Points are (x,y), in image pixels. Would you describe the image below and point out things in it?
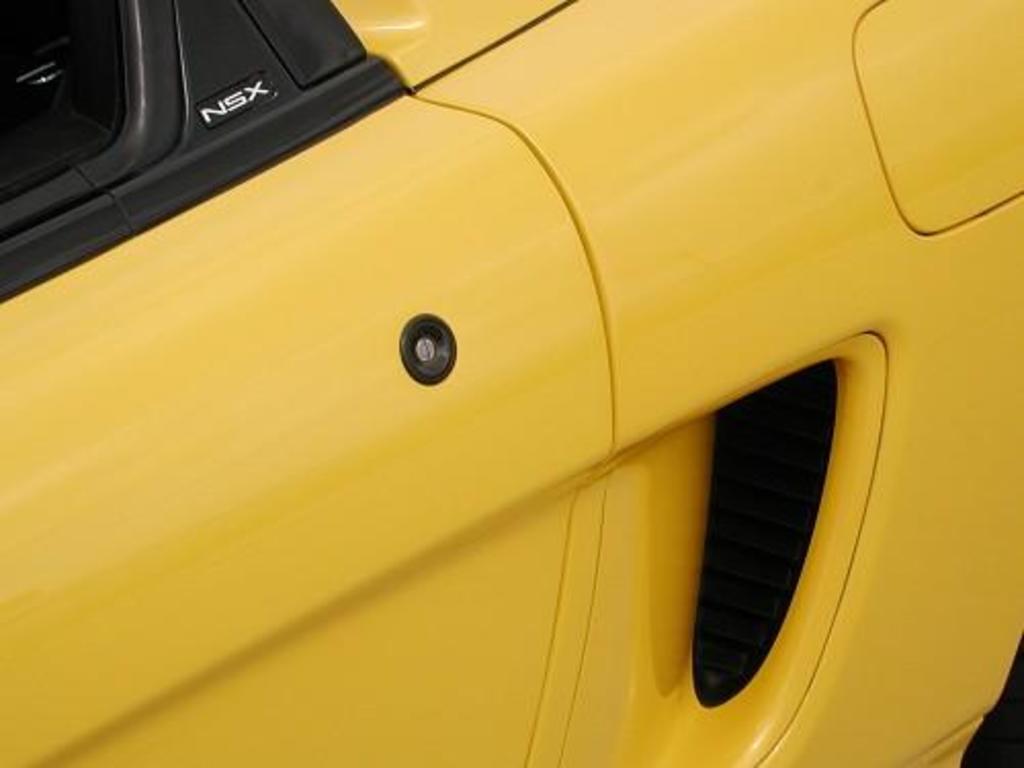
In this image we can see a car (664,412) which is in yellow color.
